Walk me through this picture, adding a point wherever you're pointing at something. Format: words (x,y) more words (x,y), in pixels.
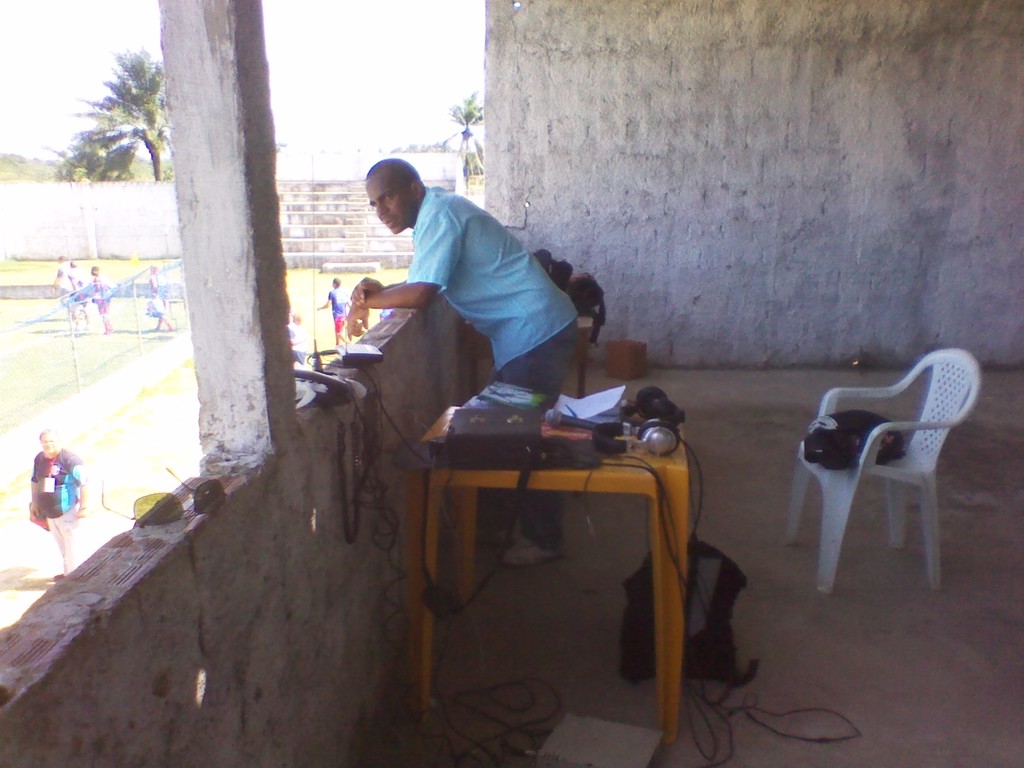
In this picture we can see a man (560,369) who is standing on the floor (824,645). This is chair (834,392) and there is a bag (839,441). This is table (414,520). On the background (763,233) we can see a wall (701,205). And here we can see some persons (69,484). And there is a tree (124,117) and this is sky (43,50).
